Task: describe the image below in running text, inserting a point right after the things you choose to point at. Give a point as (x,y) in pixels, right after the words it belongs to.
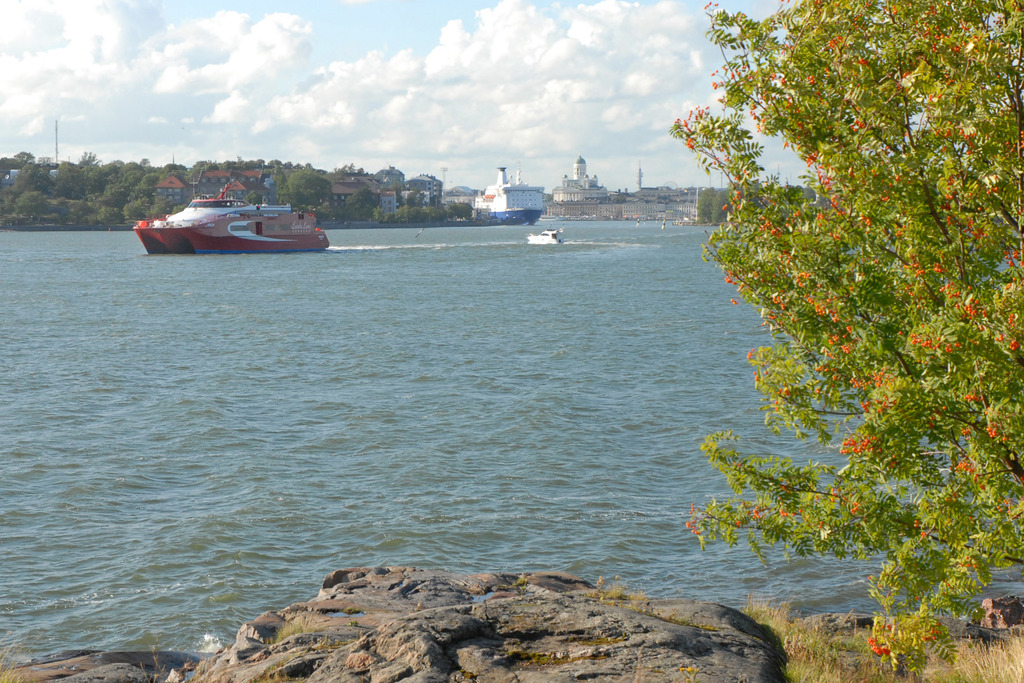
In the center of the image (529,275) we can see the boats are present on the water (248,340). In the background of the image (424,208) we can see the buildings (596,187), trees (156,183), poles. At the bottom of the image (495,639) we can see the rocks (649,634), grass (858,641) and a tree (902,374) with berries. At the top of the image (368,63) we can see the clouds (434,111) are present in the sky (329,90).
